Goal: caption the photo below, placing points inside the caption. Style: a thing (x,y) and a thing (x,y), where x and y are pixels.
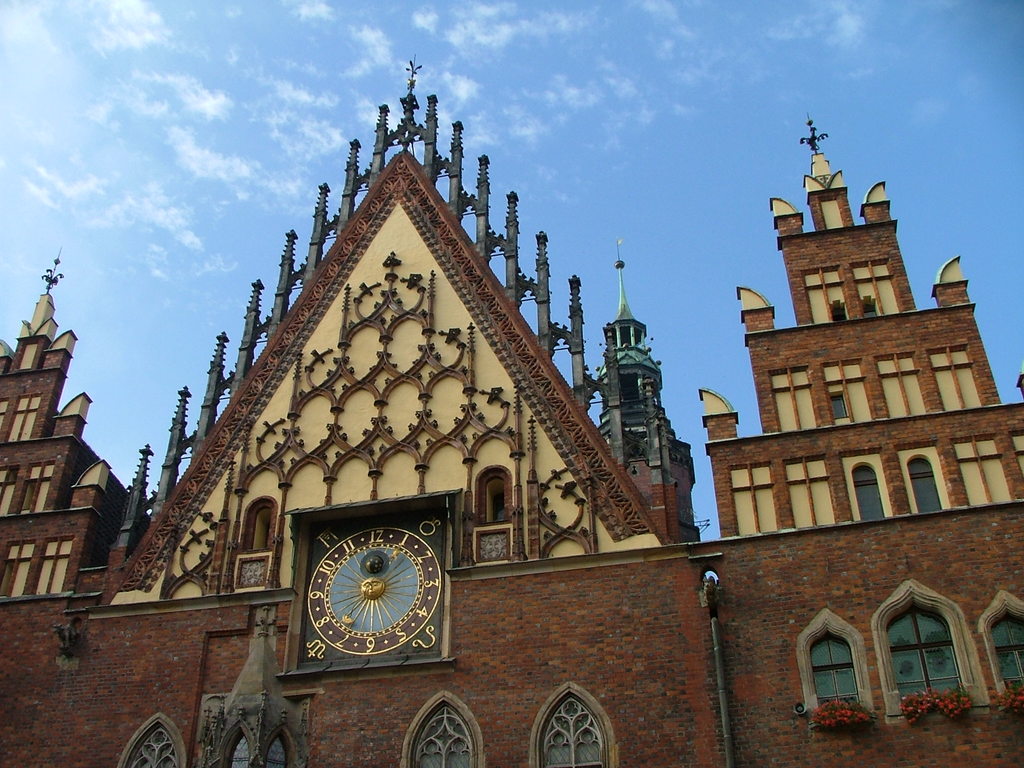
In this image I can see the building (172,479) which is in cream and brown color. I can see the windows (433,765) and clock (312,612) to the building (251,557). In the background (21,232) I can see the clouds (317,136) and the sky (223,122).
